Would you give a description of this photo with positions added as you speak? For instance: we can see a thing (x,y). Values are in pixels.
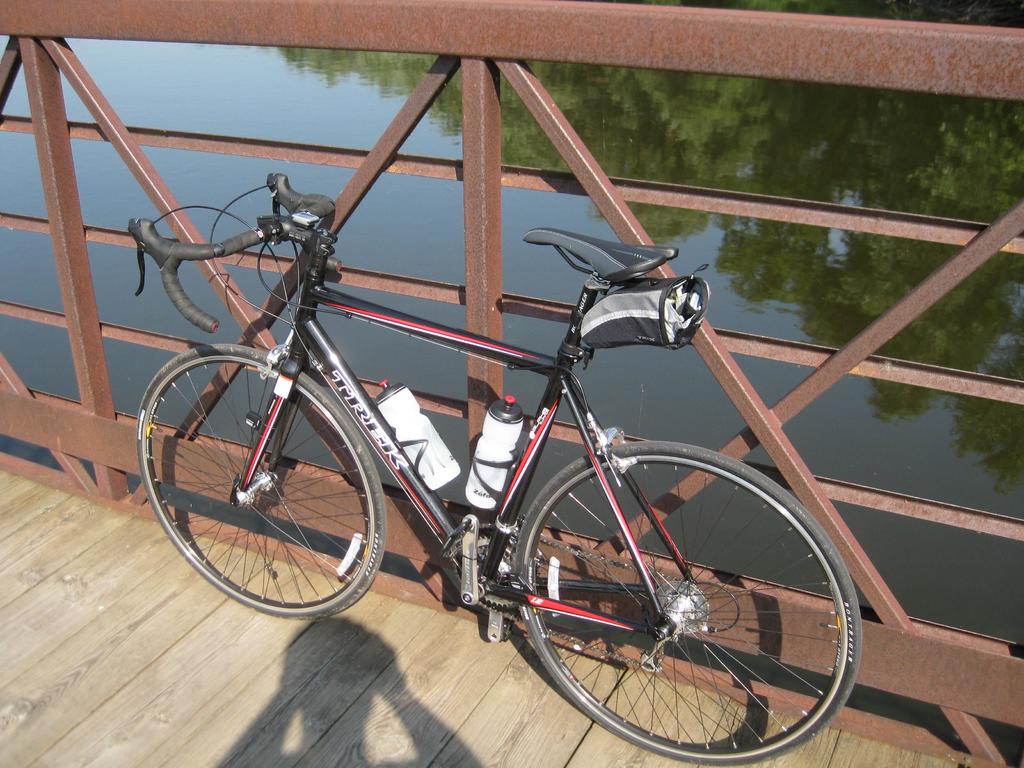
In this picture there is a bicycle (358,444) which is parked near to the fencing (743,210). At the bottom (322,687) I can see the shadow (355,720) of a person (333,717) on the wooden bridge (231,666). In the back (691,145) I can see the water (795,143). In the water reflection (841,263) I can see many trees (695,157) and sky (406,194).
